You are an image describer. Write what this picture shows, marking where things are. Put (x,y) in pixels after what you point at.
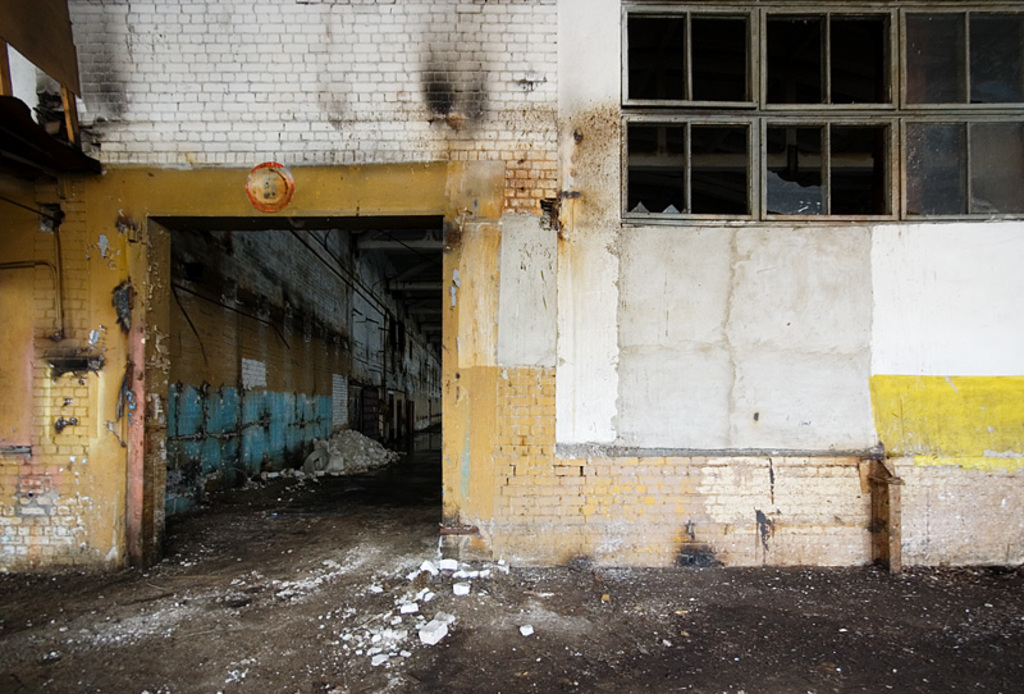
Here we can see a building (126,29), broken glasses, windows (706,154), poles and broken bricks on the ground (208,644).
